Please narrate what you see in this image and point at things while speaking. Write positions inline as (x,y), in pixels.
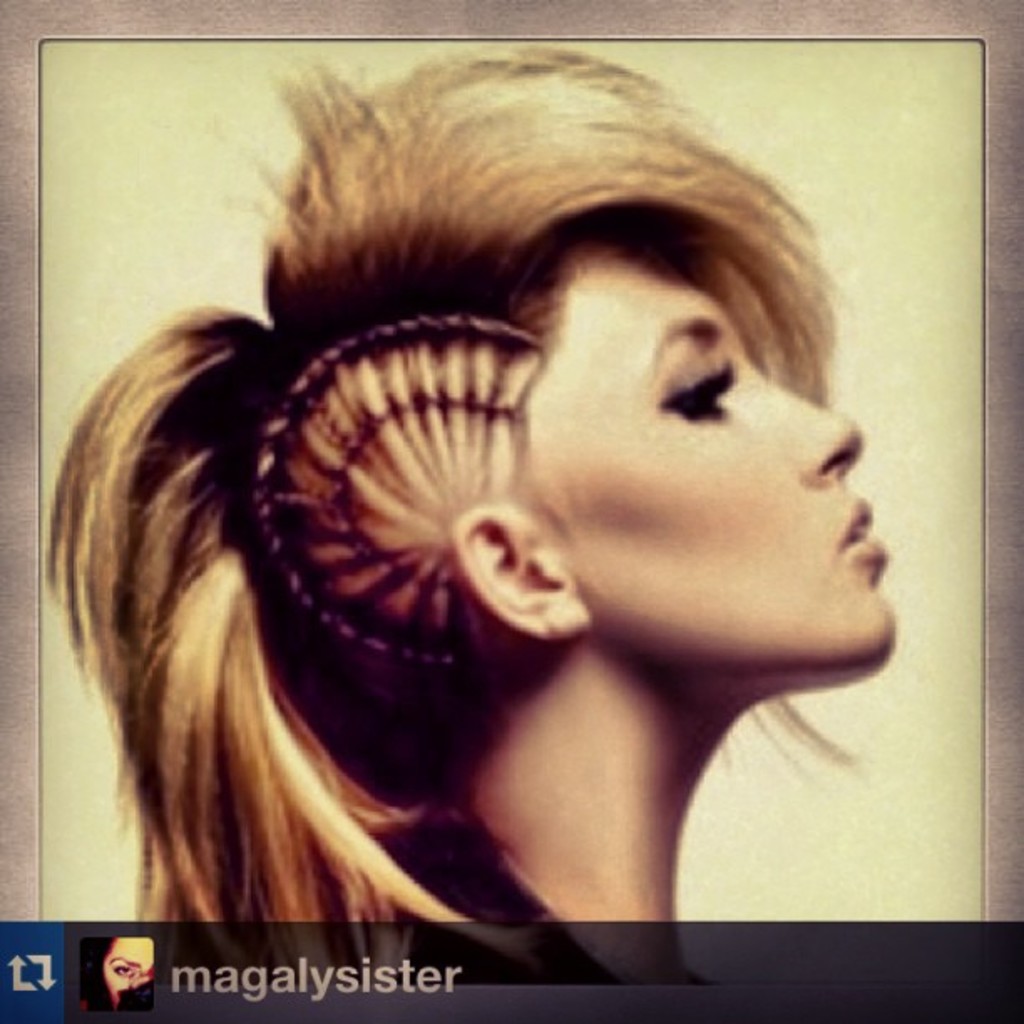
In this image there is a person (448,616), there is a white background (157,266) behind the person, there is text (427,981) at the bottom of the image (299,967).
